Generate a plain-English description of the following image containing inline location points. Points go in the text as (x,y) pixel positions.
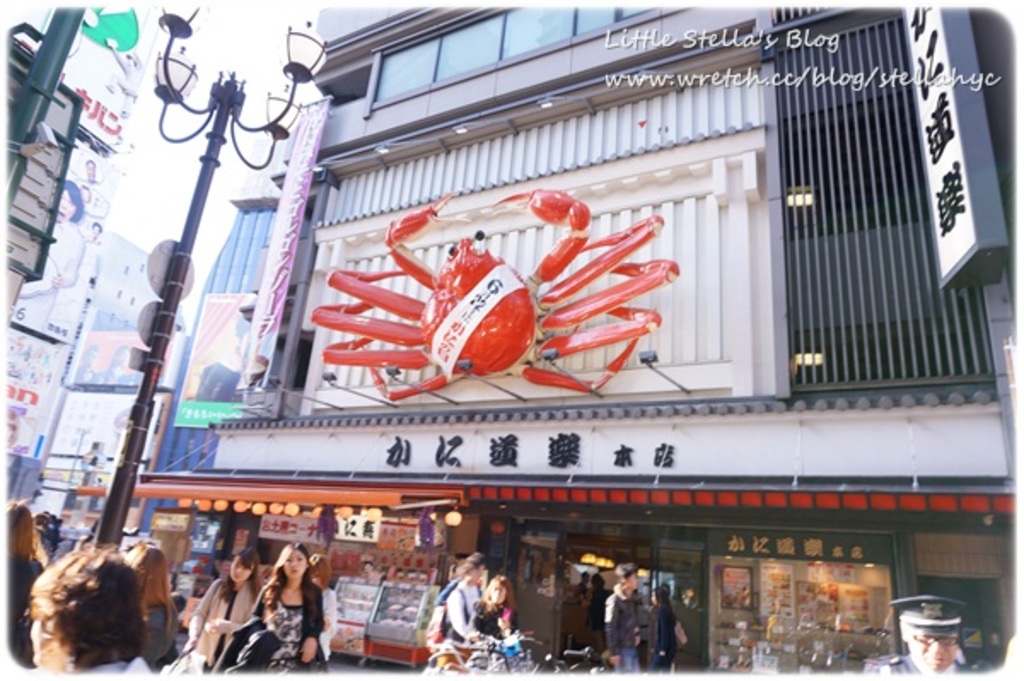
In this image I see buildings (227,288) on which there are boards (949,128) and I see something is written and I see number of people (289,582) and I see the pole (196,203) on which there are lights (157,89) and I see the watermark (727,63) over here.
